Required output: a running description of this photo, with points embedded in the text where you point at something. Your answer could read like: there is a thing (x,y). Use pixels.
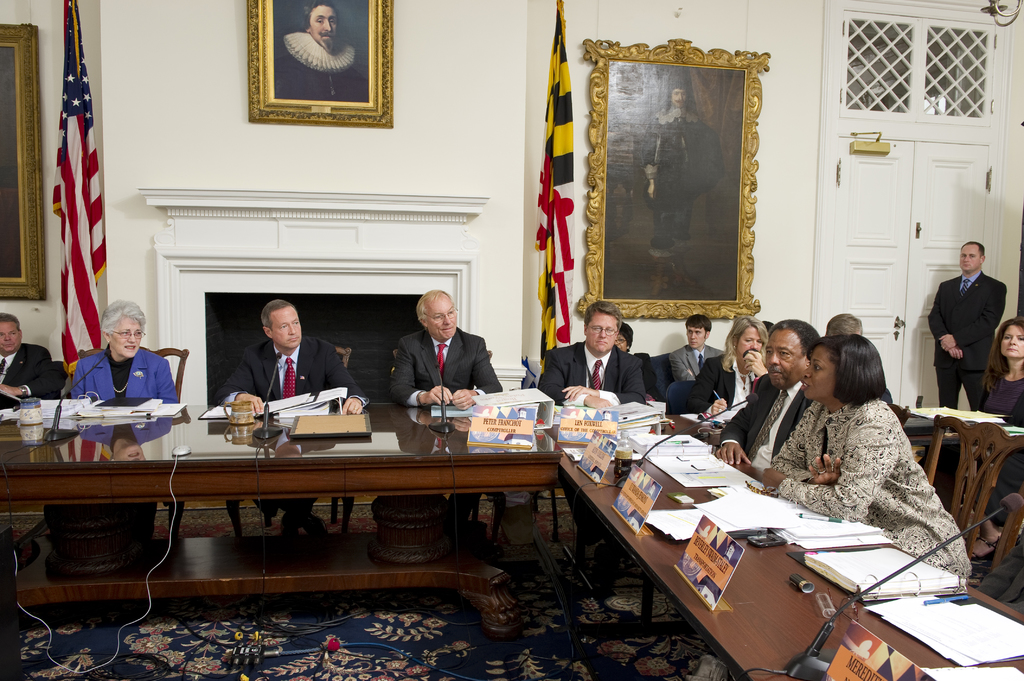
In this picture we can see some persons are sitting on the chairs (959,513). This is table (420,445). On the table (741,632) there are some books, and papers (723,498). On the background (496,11) there is a wall (528,201) and these are the frames (659,237). Here we can see a man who is standing on the floor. This is door (864,249) and these are the flags (540,249).
